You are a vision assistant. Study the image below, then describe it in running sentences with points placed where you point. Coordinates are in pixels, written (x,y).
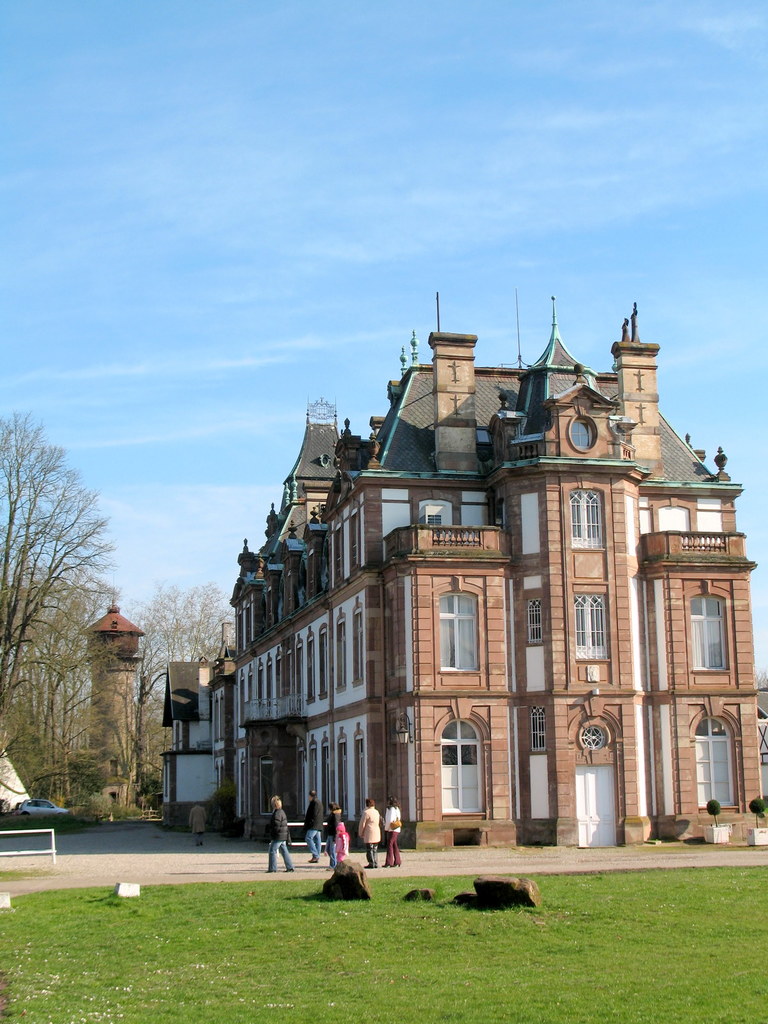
At the bottom of the image (383,947) there is grass (380,936). In the background of the image (446,742) there is a buildings (474,694). There are trees (93,716). There are people (321,822) walking on the road (141,837) at the center of the image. At the top of the image (319,264) there is sky (158,190).
